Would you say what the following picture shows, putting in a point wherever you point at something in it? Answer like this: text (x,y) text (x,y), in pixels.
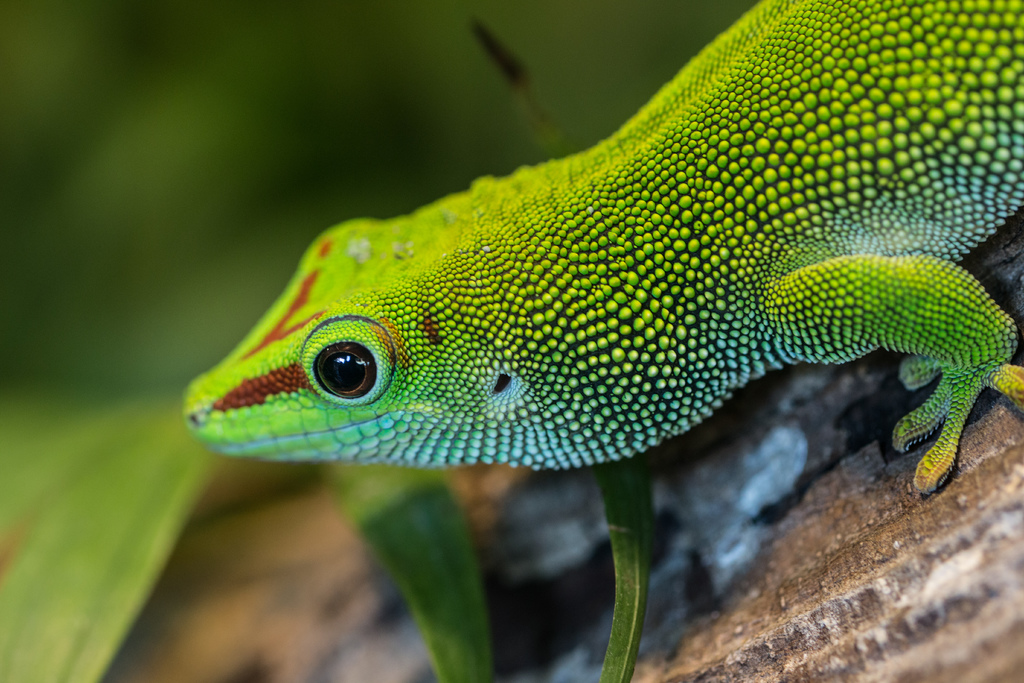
In this picture we can see a green color lizard (635,222) which is on the wood (969,462), beside him we can see leaves (105,488).
